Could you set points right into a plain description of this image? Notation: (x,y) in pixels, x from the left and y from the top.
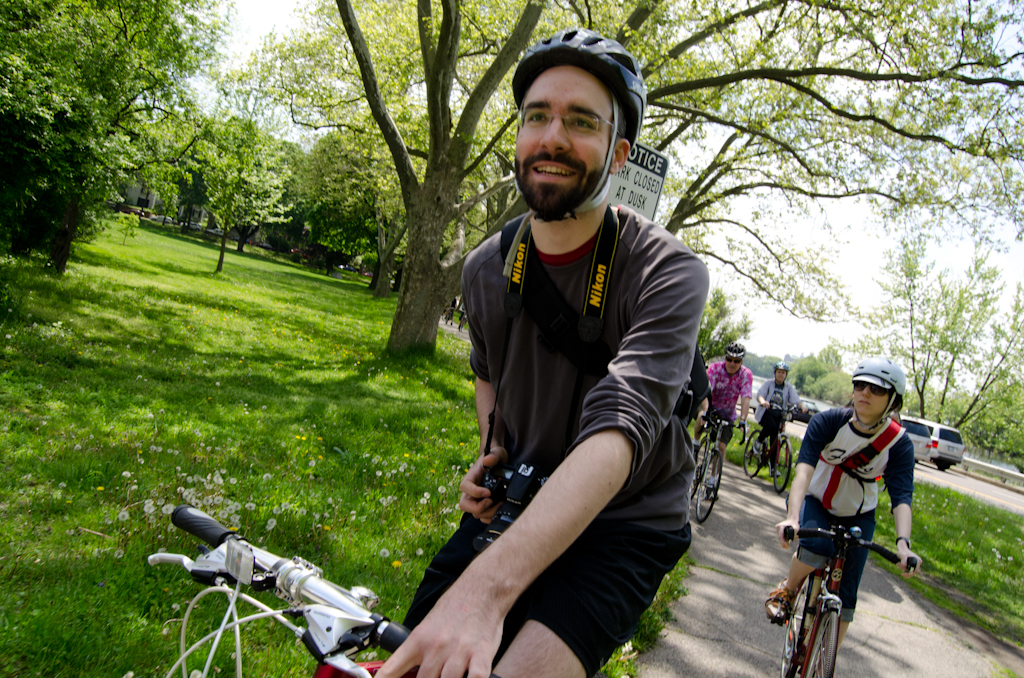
In this image we can see many people (767,400) wearing helmets (783,364) are riding bicycles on the road (895,650). Some are wearing goggles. Person (563,418) in the front (586,443) is wearing a camera (503,509). On the ground (299,391) there is grass (421,439) and flowers (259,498). In the background (292,163) there are trees (708,220) and sky (731,256). Also there is a vehicle (935,446).
